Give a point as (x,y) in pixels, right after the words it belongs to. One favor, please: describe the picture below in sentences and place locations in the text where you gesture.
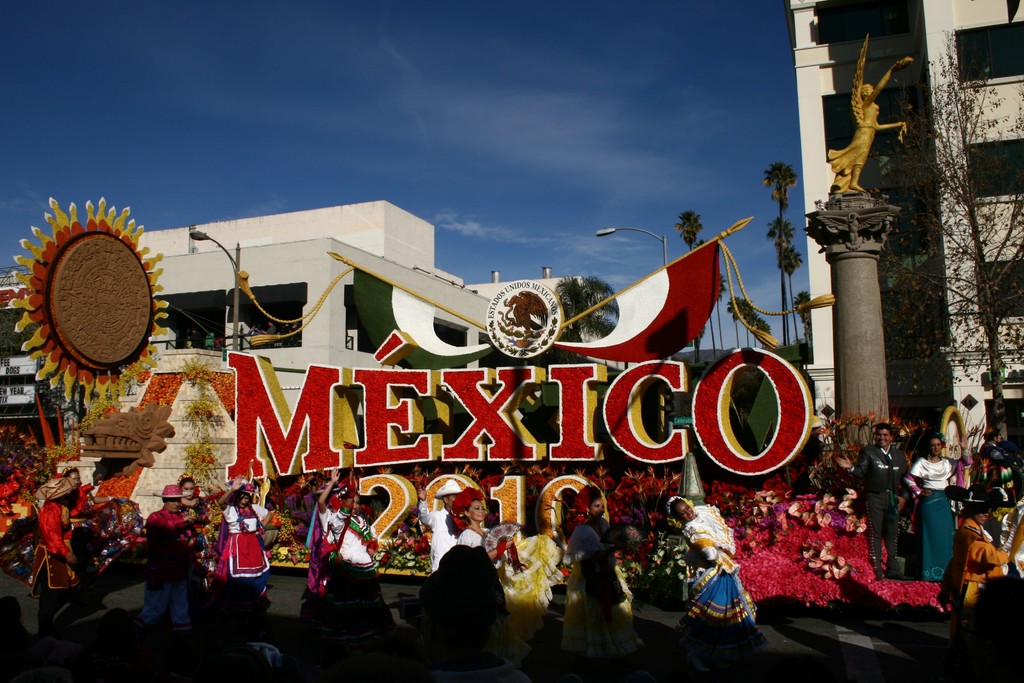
In this image we can see the celebration. And people (162,513) wearing the different costumes (315,516) holding different objects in their hands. And middle we can see some text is written. and behind many buildings (212,289) and some idols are seen. And trees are seen. and clouds (540,118) in the sky (420,130).
